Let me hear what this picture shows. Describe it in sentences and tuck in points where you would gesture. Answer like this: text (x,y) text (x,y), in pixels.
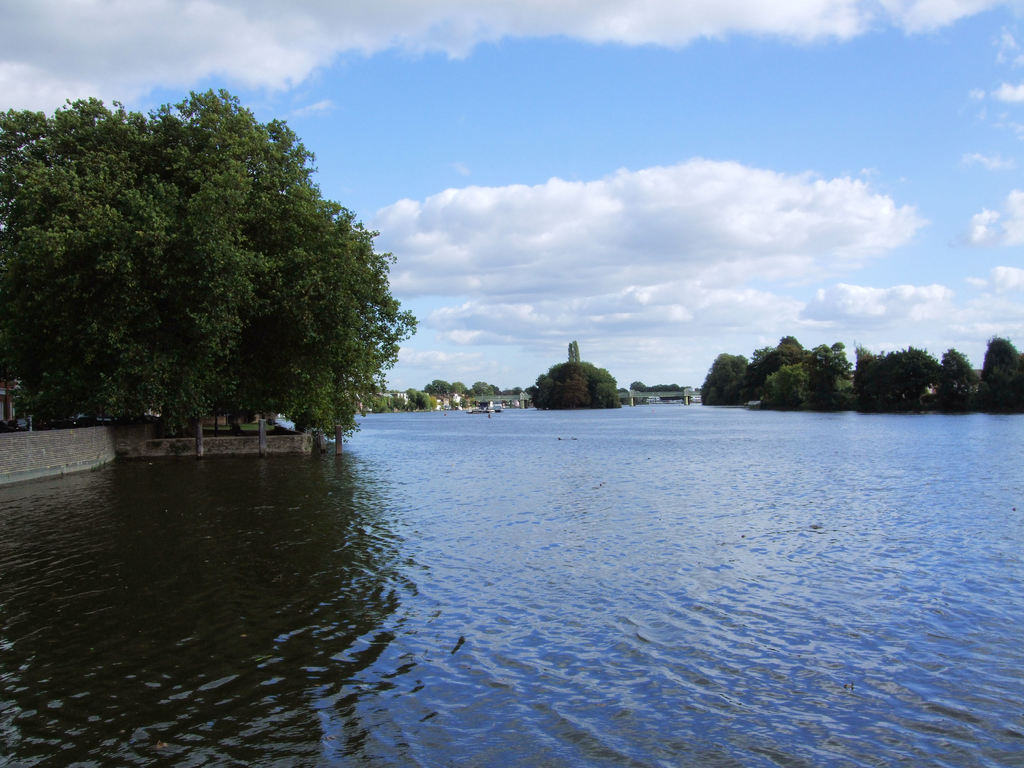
In this picture we can see water (423,503), trees (118,361), wall (83,461) and in the background (837,252) we can see the sky (535,105) with clouds (232,61).
